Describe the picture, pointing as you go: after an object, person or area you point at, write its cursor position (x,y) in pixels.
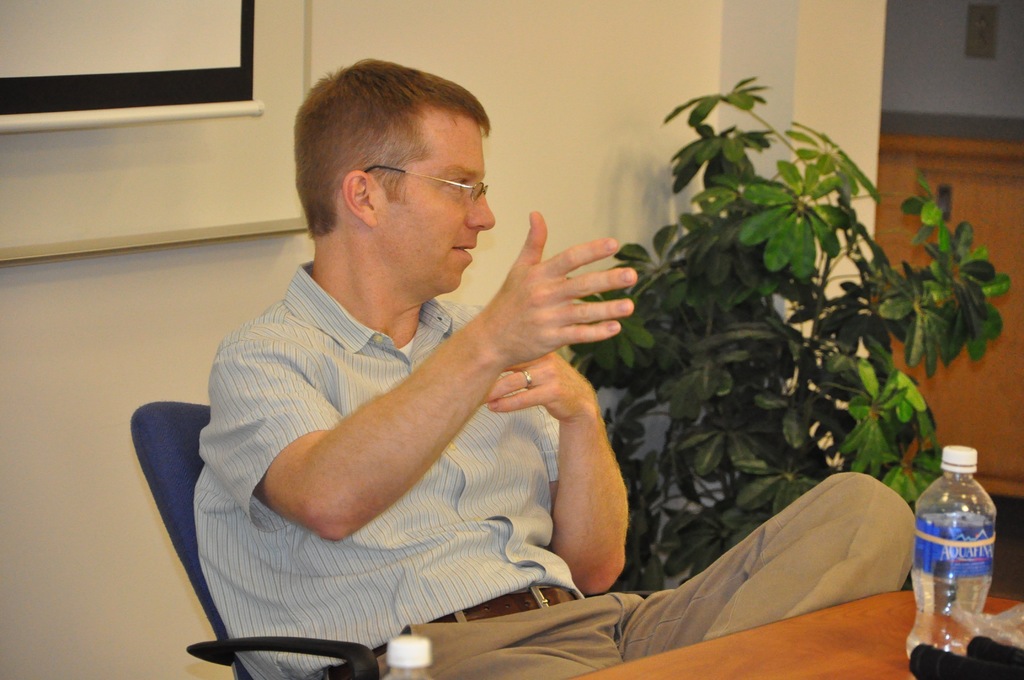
In this image I see man (507,454) who is sitting on the seat (234,664) and there is a table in front and there are 2 bottles (965,472) over here. In the background (11,560) I see the wall (634,220) and the plant (678,163).
